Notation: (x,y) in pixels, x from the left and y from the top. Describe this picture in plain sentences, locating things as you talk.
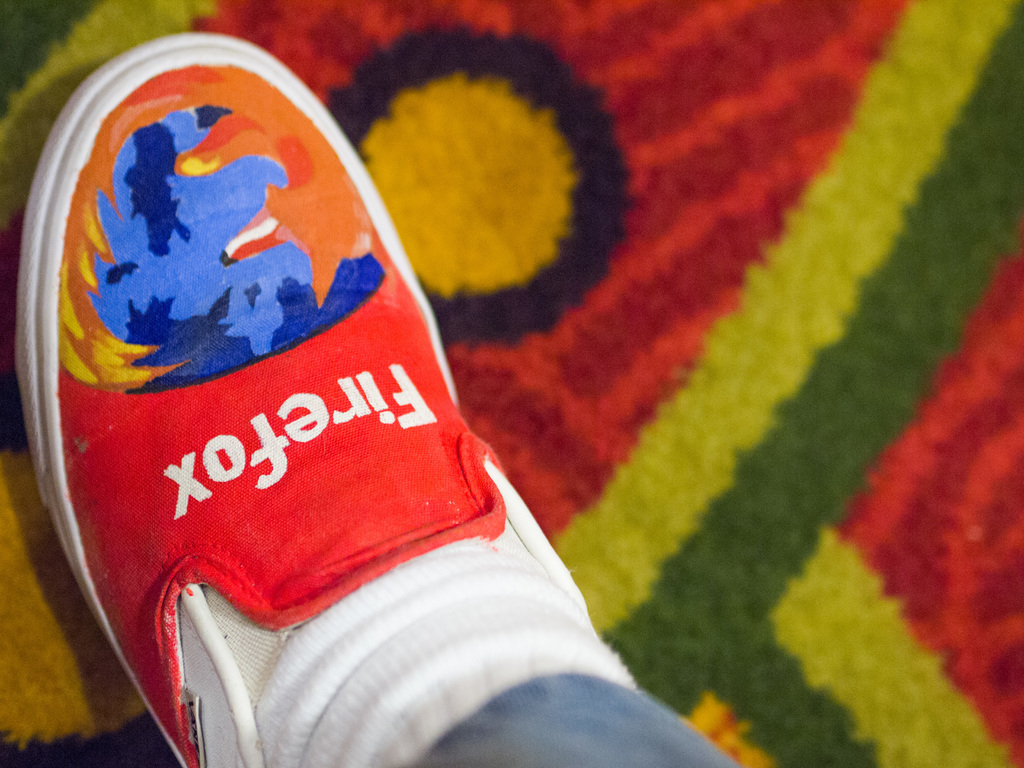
It is a zoomed in picture of a person's Firefox shoe (388,440) and the background (811,587) is colorful.
